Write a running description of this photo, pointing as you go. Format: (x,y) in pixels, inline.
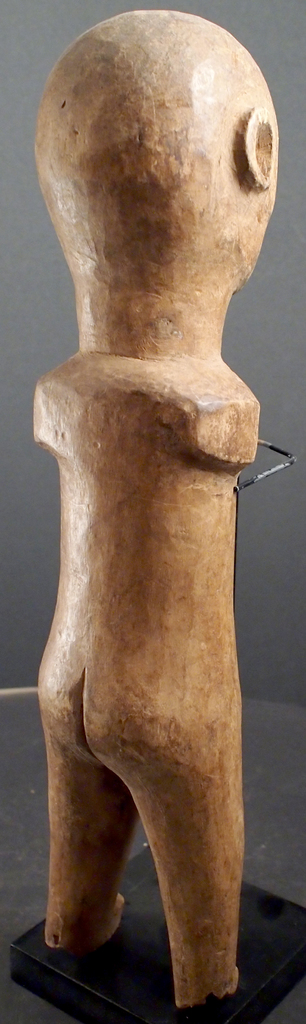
In the center of the image (106,500) there is a statue (111,518). In the background (2,149) there is wall (253,323).
